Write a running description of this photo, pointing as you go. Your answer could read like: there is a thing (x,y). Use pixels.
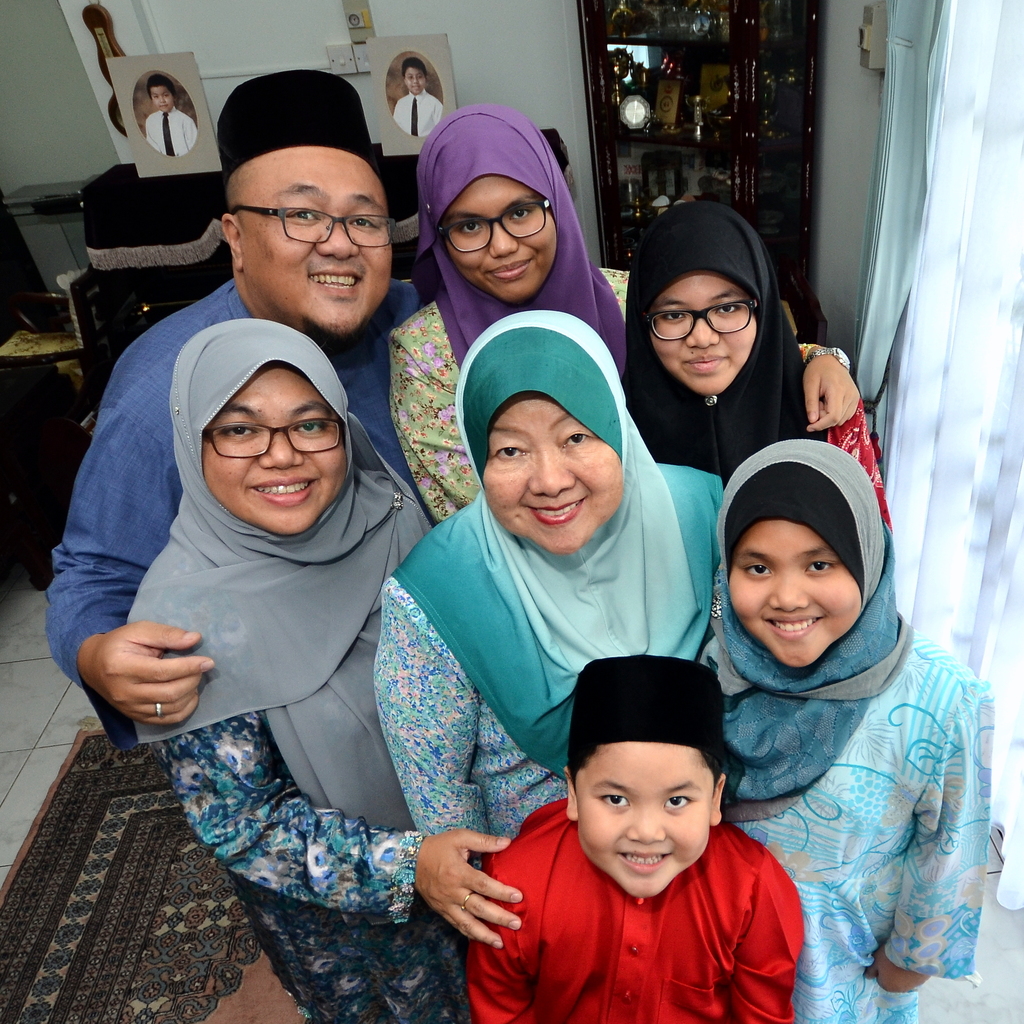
In this image we can see a man (200,330), woman (603,485), girls (732,724) and a boy (619,896). Right side of the image (996,332) curtain (946,342) is there. Background of the image (738,109) cupboard (779,121) and photographs (195,106) are attached to the white color wall (462,42). Left bottom of the image (123,908) carpet (147,937) is there.
